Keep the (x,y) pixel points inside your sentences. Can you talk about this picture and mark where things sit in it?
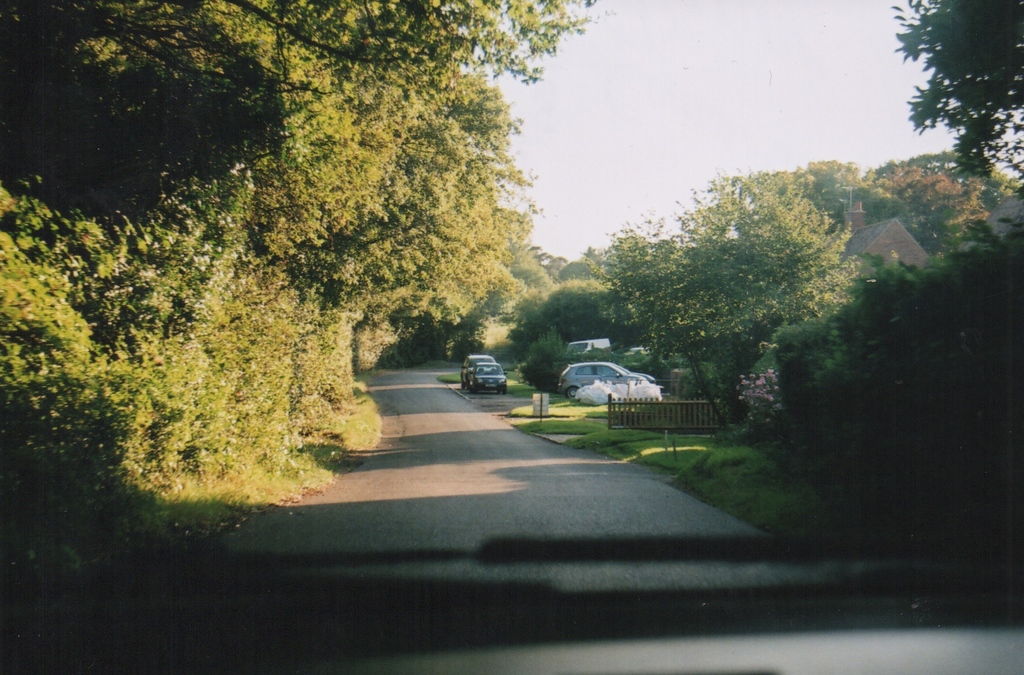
In this picture there are vehicles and there are buildings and trees (365,150) and there is a wooden railing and there is a board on the pole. At the top (811,69) there is sky (721,49). At the bottom (459,573) there is a road (458,392). In the foreground (477,633) it looks like a vehicle (895,647).
